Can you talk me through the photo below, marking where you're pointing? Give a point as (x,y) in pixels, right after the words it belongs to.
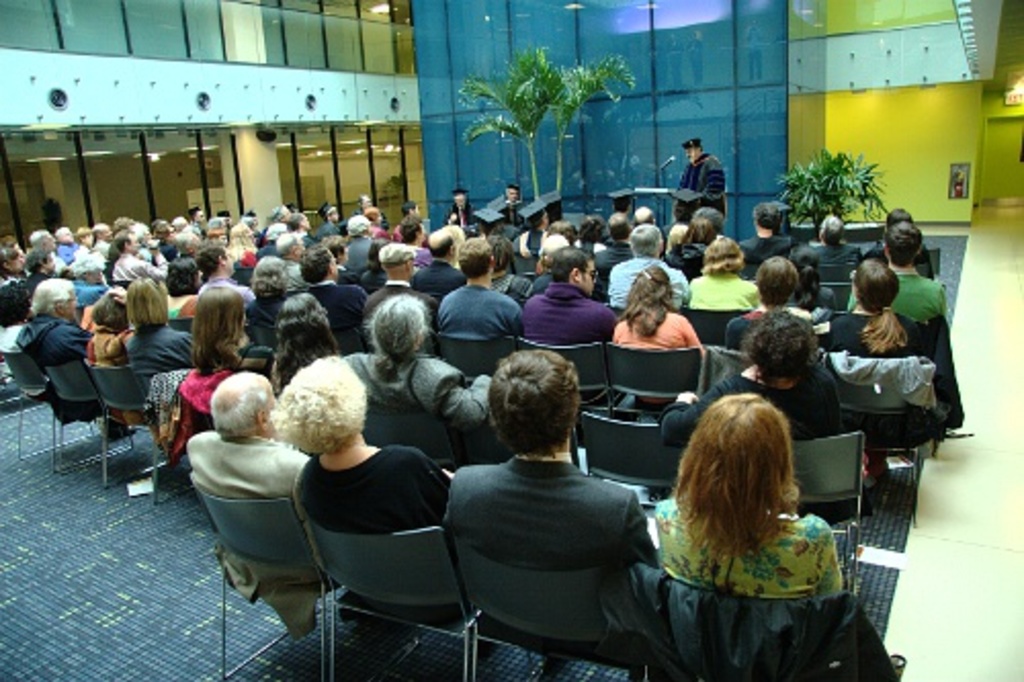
There is a group of people (273,404). They are sitting on a chairs (390,423). We can see in background (285,127) walls (425,185), photo frame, trees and plants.
